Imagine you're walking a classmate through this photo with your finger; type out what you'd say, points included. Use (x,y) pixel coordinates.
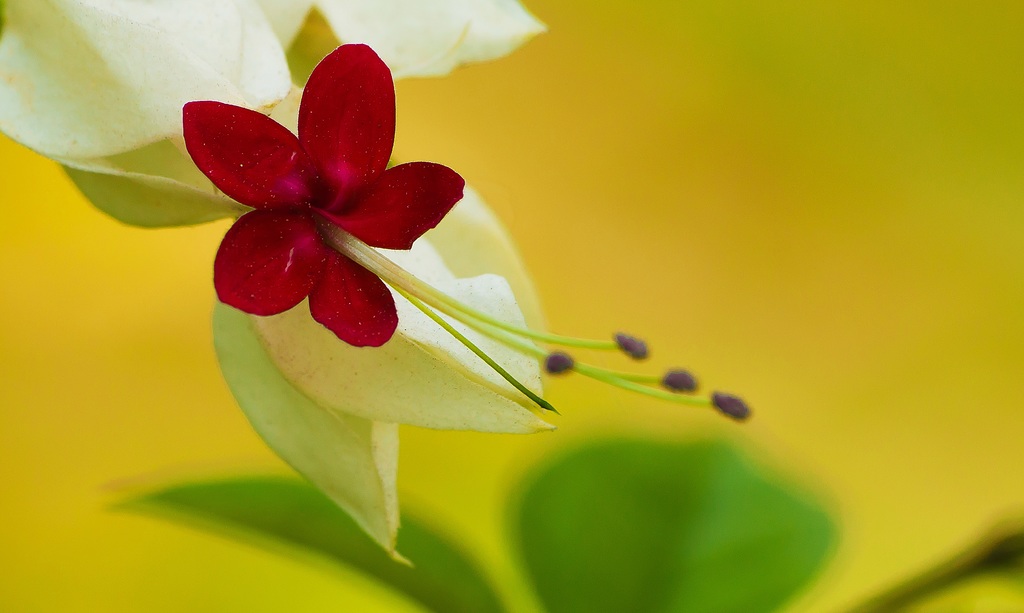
This image consists of a flower (357,246). It is in red color. There are leaves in this image.
